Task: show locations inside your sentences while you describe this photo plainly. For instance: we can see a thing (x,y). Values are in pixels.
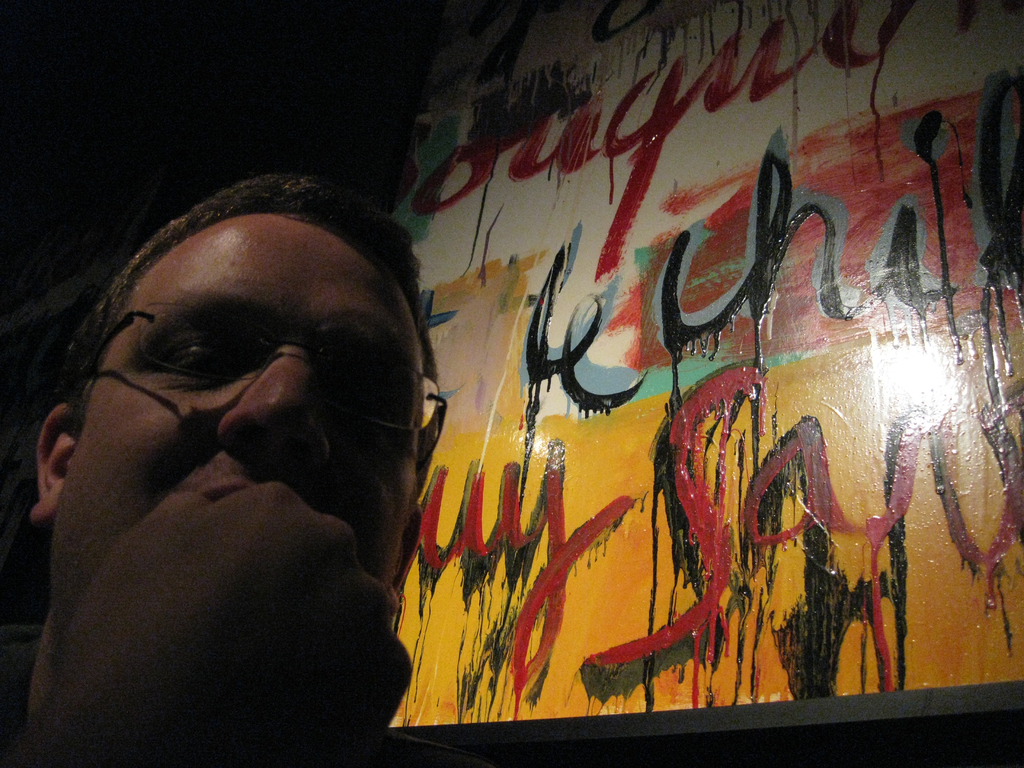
In this image we can see a person (309,675) wearing the spectacles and also we can see the painting (555,527) on the wall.
